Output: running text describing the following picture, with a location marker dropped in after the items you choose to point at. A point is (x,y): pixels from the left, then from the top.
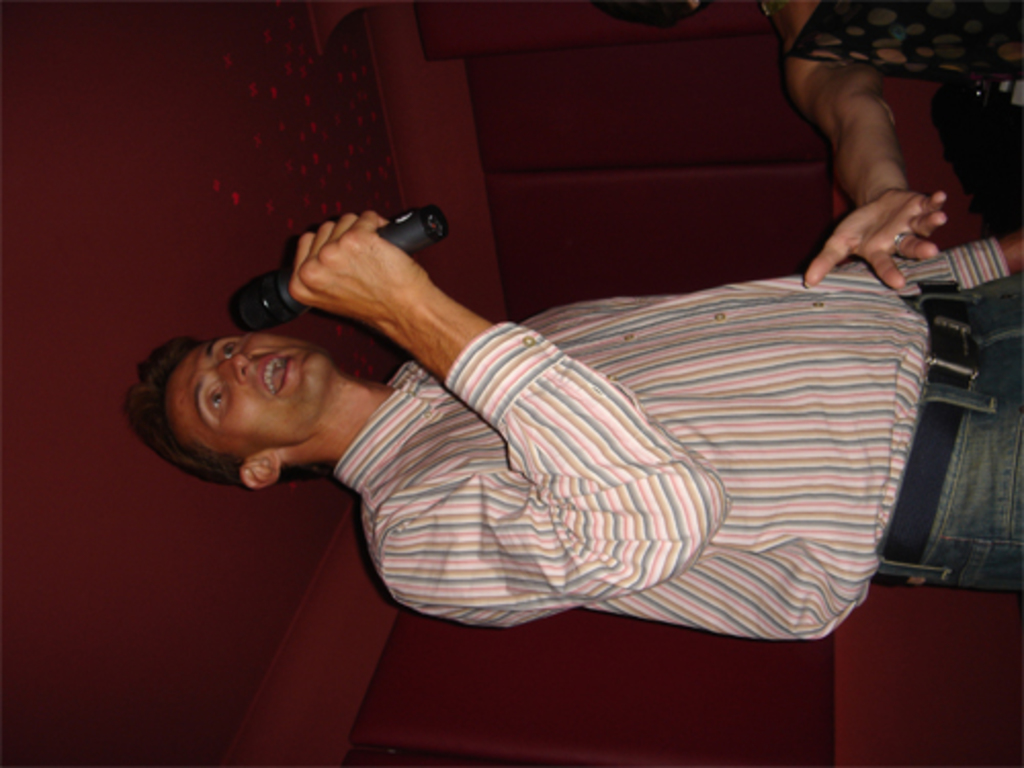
This picture shows a man (528,403) holding a mic (281,311) in his hand (391,269) and speaking. In the background (224,172) there is a wall (149,514).
